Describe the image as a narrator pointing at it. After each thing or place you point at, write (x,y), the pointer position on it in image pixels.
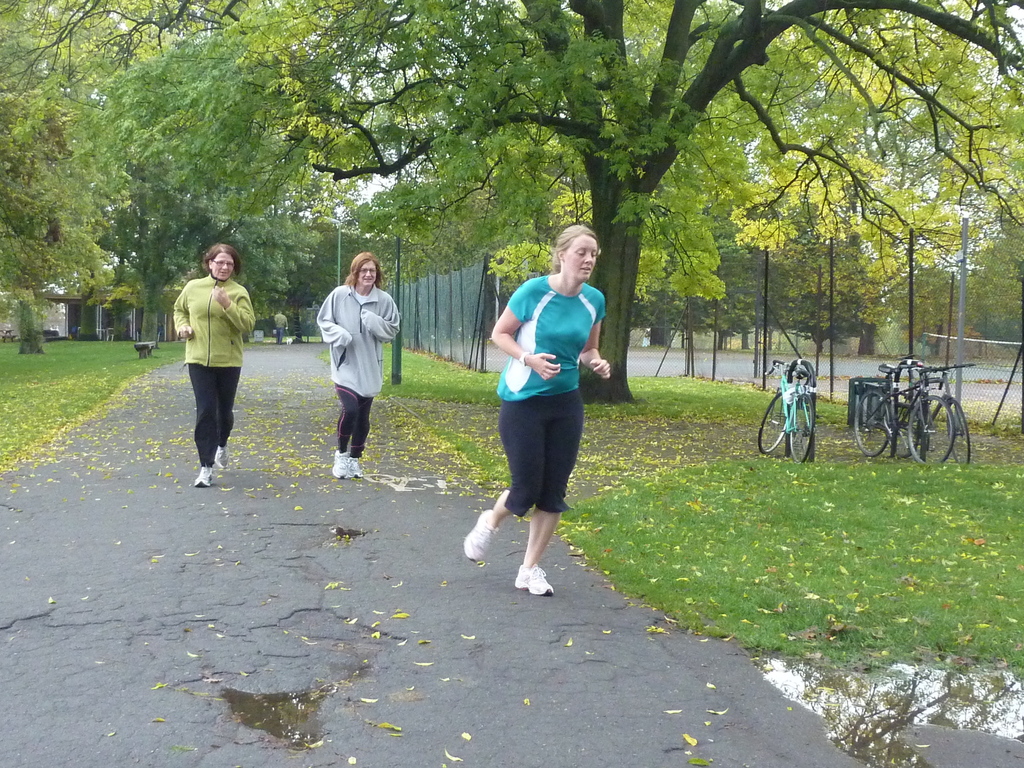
In this picture, we see three people (506,496) running on the road (252,435). Beside them, we see grass (810,616) and water (876,684). There are bicycles (907,389) parked in the garden (626,441). Behind that, there is a garbage bin (854,383). Behind them, we see a fence (802,309). On the left side of the picture (143,353), there is a bench (140,356). There are many trees (697,254) and buildings (66,326) in the background (50,320). This picture is clicked in the garden (700,412).
